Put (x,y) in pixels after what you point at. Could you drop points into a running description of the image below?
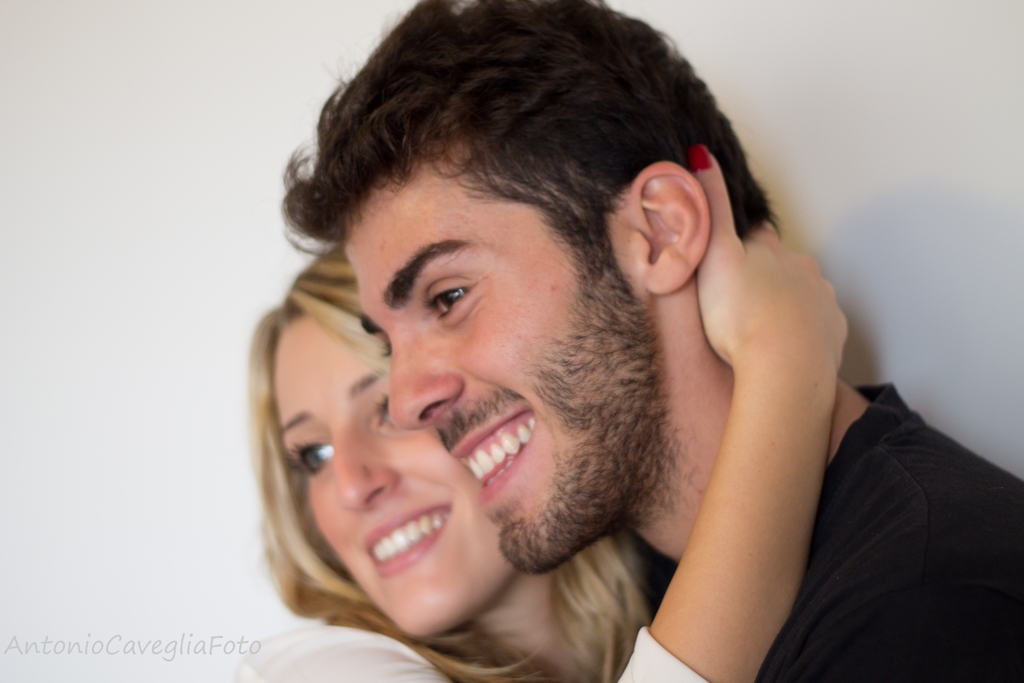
In the center of the image (641,429) we can see two people (722,514) are smiling, which we can see on their faces (519,509). At the bottom left side of the image (103,654), there is a watermark (171,654). In the background (145,335) there is a wall (96,303).
